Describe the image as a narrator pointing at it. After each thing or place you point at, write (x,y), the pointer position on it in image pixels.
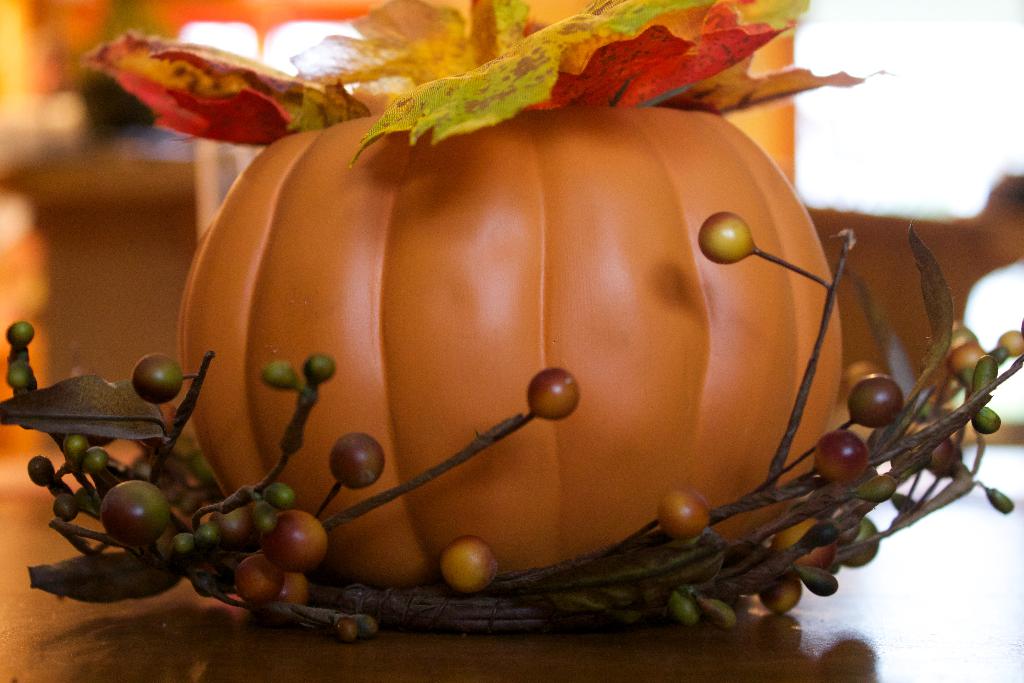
In the center of this picture (466,355) we can see some object (332,167) which seems to be the depiction of a Halloween and we can see some other items (747,577) placed on the top of the table (94,605). In the background (104,129) we can see a person like thing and some other items (151,147).
